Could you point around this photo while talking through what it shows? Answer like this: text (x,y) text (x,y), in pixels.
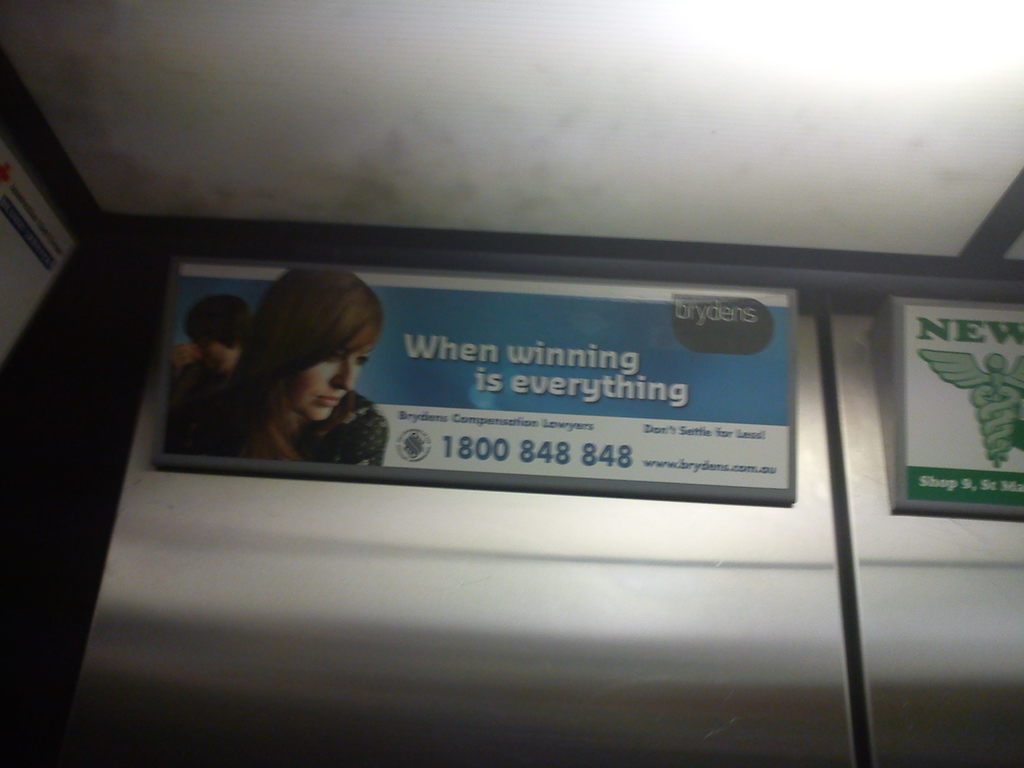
In this picture we can see name boards (927,505) on the wall (829,518), on these name boards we can see people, symbols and some text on it and in the background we can see a roof (534,62).
